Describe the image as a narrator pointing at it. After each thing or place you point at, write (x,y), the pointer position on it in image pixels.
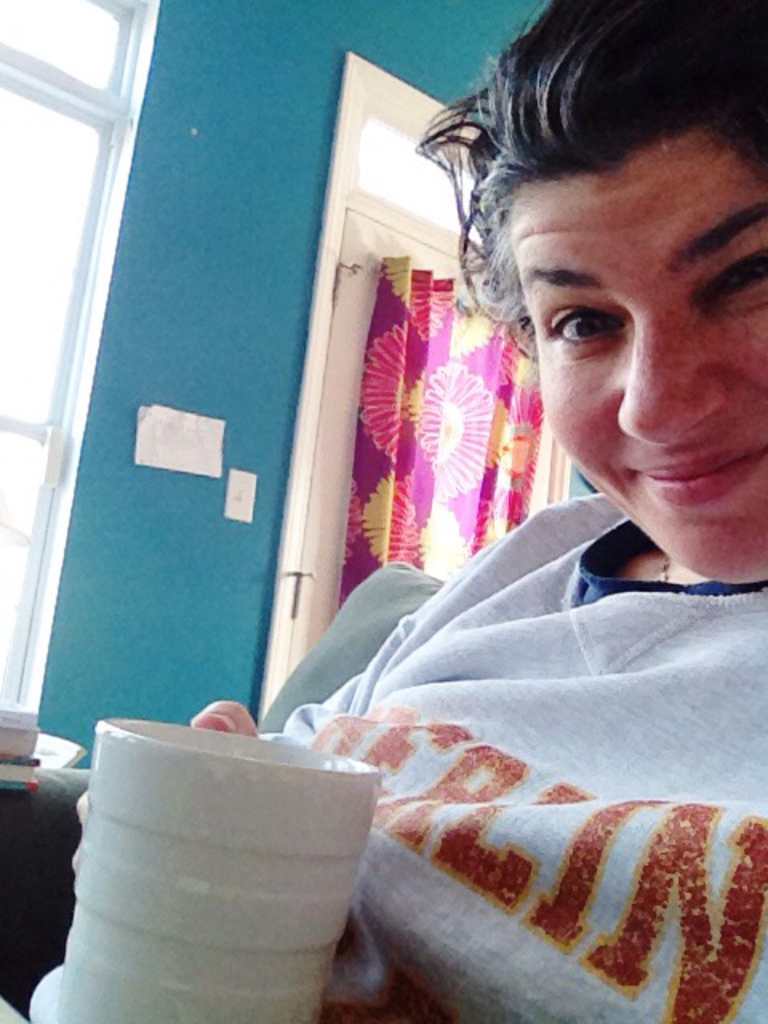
A woman (569,414) is holding a cup (219,855) in her hand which is in white color, she wore a t-shirt (560,725). In the middle (504,440) there is a curtain (469,404).
